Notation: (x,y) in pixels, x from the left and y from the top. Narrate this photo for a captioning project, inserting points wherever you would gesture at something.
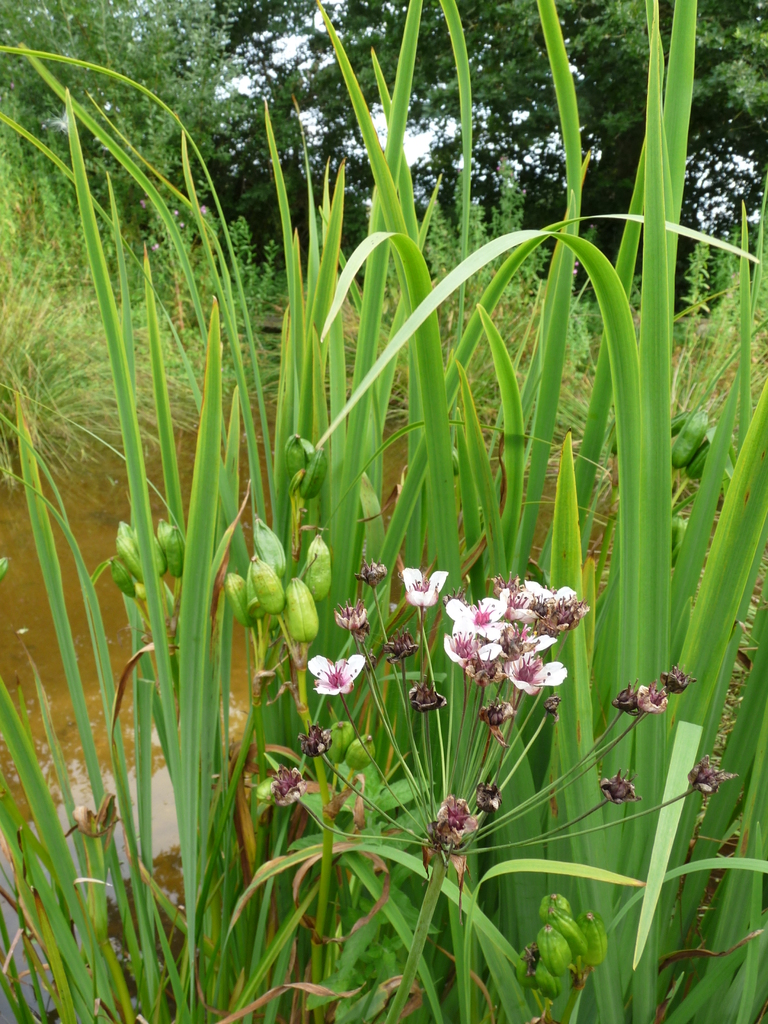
At the bottom of the image (467,844) there is a stem (406,974) with flowers (534,583) and buds (255,576). And also there is grass (583,673). Behind the grass (147,652) there is water (99,598). In the background (372,100) there is grass (171,386) and also there are trees (538,72).
